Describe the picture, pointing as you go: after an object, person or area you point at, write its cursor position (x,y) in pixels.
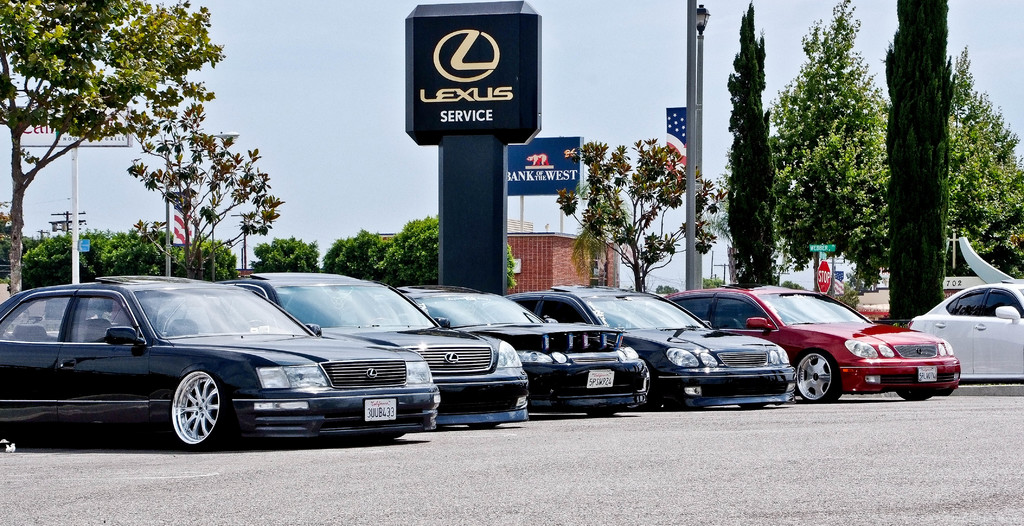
In this image we can see many cars (661,300) parked. Also there are many trees (718,198). And there are boards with poles (484,209). On that something is written. In the back (534,252) there is a building (534,252). On the building (552,251) there is a board (523,179) with poles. On the board (510,146) something is written. In the background (662,76) there is sky (680,24). Also there are light poles (692,132).
